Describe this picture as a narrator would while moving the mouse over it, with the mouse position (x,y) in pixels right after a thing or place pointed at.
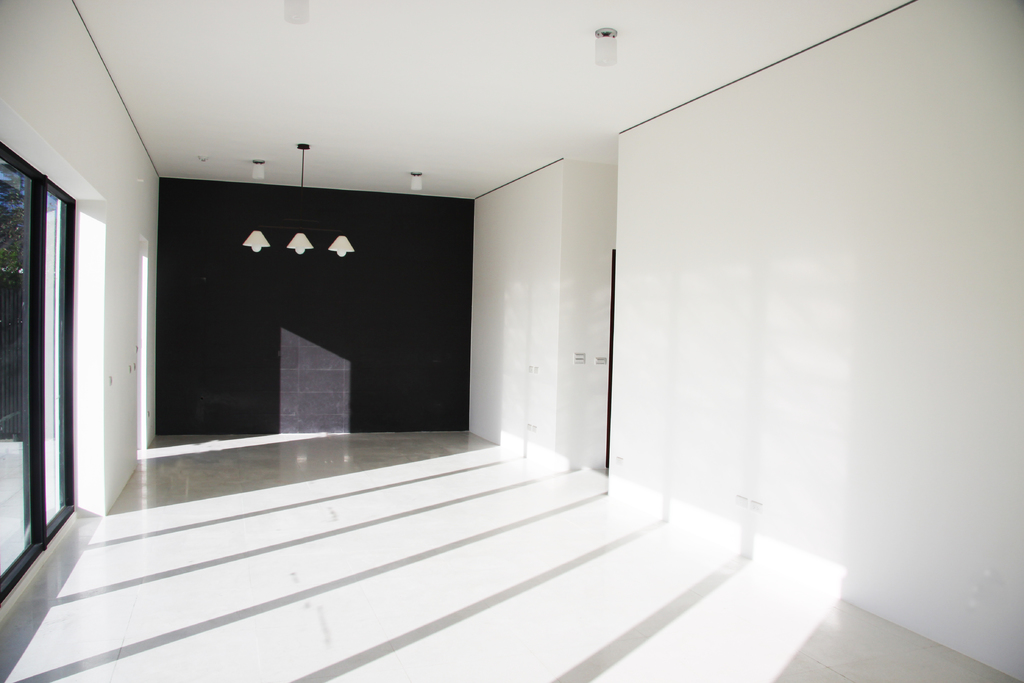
This image is taken from inside. In this image we can see a floor (313,545). On the left side of the image (16,433) there is a window (28,364). In the background (249,348) there is a wall (265,235) and a lamp (291,247). At the top of the image (366,90) there is a ceiling (463,156).
